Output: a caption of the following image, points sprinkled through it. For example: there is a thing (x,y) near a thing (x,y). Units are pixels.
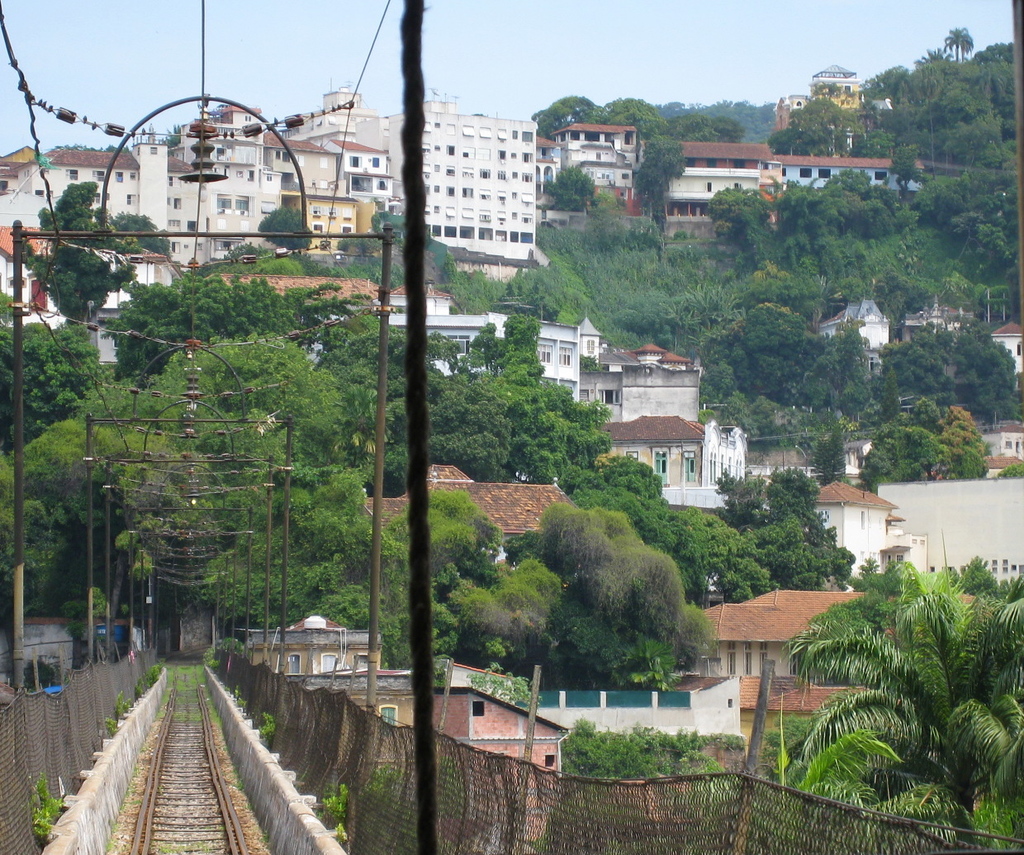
On the left side of the image (174,821) we can see railway track (160,761) and current poles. On the left side (258,546) we can see buildings (711,727) and trees (528,343). In the background (804,577) there are buildings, trees (507,343), plants (610,215) and sky (496,41).
